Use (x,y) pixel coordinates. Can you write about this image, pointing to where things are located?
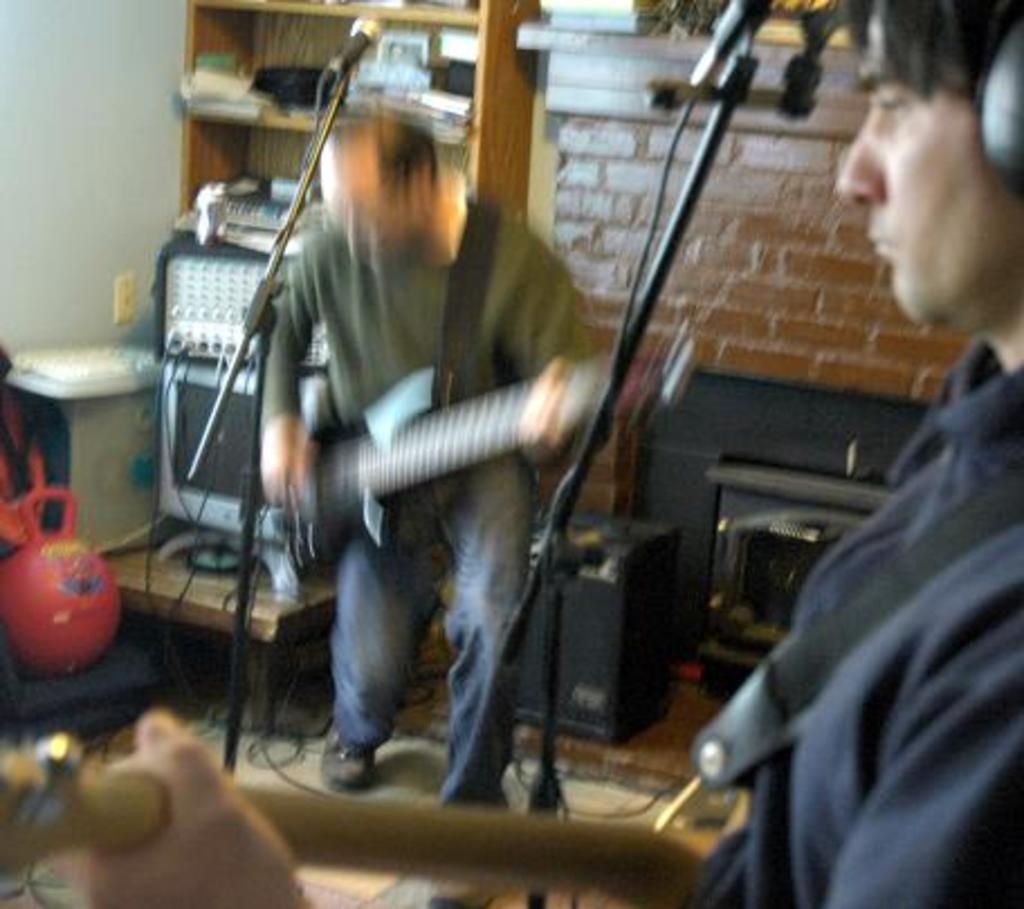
In this image in the foreground (789,699) there is one person (877,537) who is standing, and he is wearing a guitar (479,844) and also headset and there are two mikes (553,660). In the background (383,258) there is another person (366,357) who is standing, and he is holding a guitar (422,458). In the background (215,146) there is a wall (668,213), cupboard (237,121). In that cupboard (313,62) there are some books (236,108) and some papers (444,50) and objects (234,219), and also there is one television speaker (572,611). On the left side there is a table (235,592) and some wires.
